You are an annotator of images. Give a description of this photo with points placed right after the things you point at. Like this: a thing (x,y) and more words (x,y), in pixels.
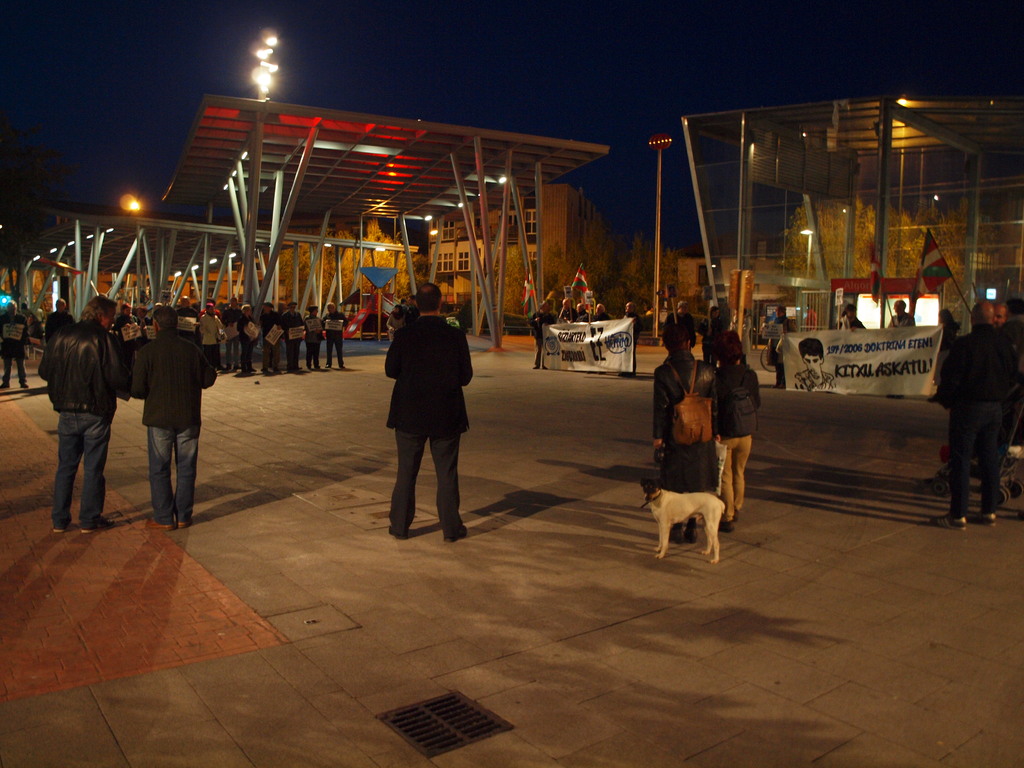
There are group of people (224,341) standing and holding placards (292,334) in their hands (224,335). And here is an another group of people (635,354) holding banners (579,348) and standing. here is a dog (655,491) standing. And few people (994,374) are holding the flags (937,285). This looks like some architecture building (261,240). These are the floodlights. This looks like a pole (659,149) with some name board (659,149) attached to it. I can see some trees (386,255) through this building (374,244).
